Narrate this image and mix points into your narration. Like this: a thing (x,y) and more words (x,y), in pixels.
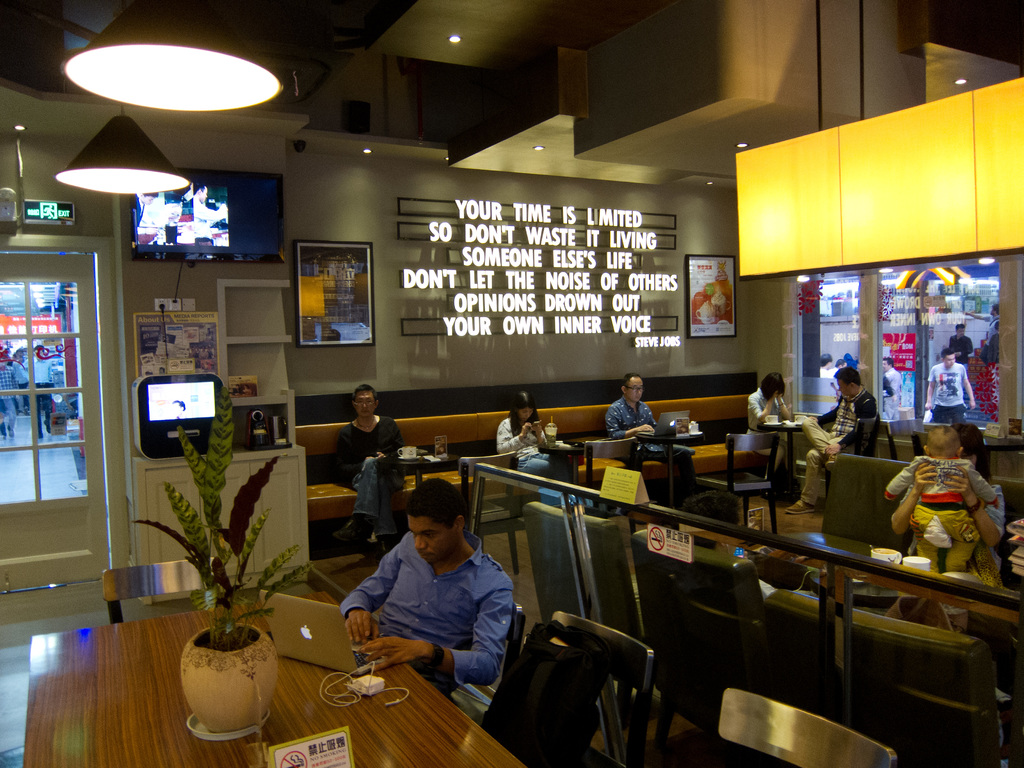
It seems to be the image is inside the room (726,581). In the image there are group of people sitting on chair (709,579) in front of a table (194,738), on table (366,707) we can see a flower pot (245,719), laptop (338,634), wires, hoardings (311,757). On right side (932,392) there group of people (945,397) standing, on left side (68,327) there is a door (59,367) which is closed and few people (39,372) are walking and a display (203,426). In background (463,393) there is a photo frame (332,274) on wall (651,297), television (197,213) on top (506,150) there is a roof (478,85) with few lights (170,176).
